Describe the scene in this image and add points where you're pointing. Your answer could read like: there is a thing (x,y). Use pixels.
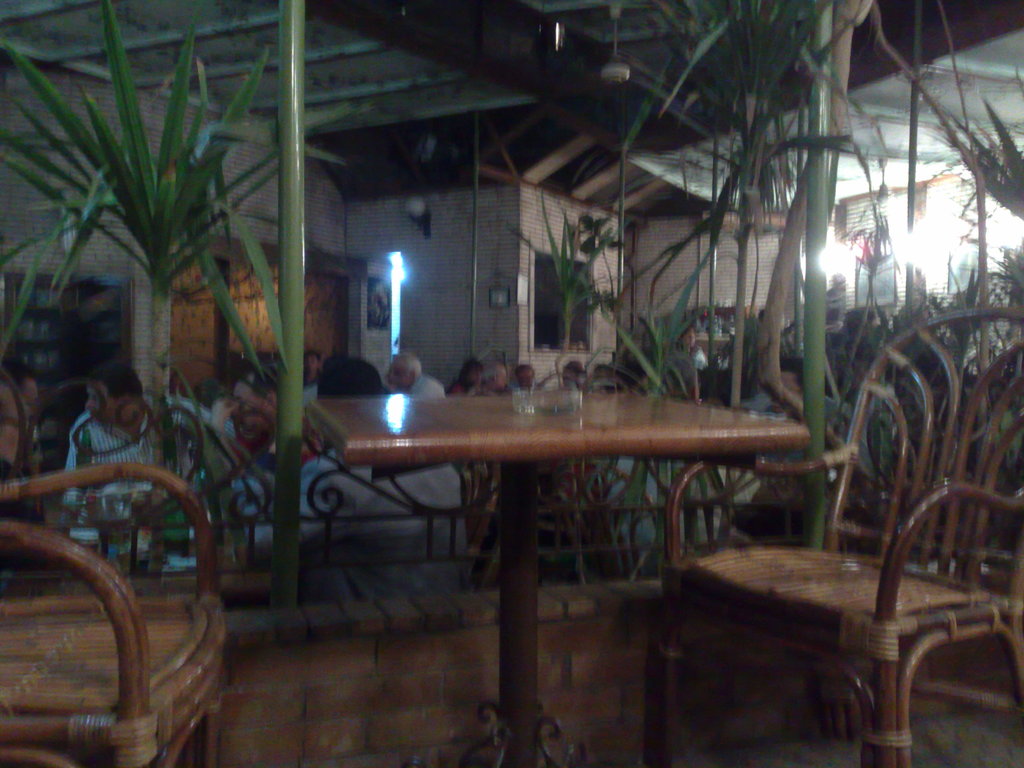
In this picture we can see the view of the restaurant (456,461) with the wooden table (519,472), chairs (130,468) and plants (235,315). Behind we can see the house (448,324) and shed roof (460,95) on the top (522,111).
